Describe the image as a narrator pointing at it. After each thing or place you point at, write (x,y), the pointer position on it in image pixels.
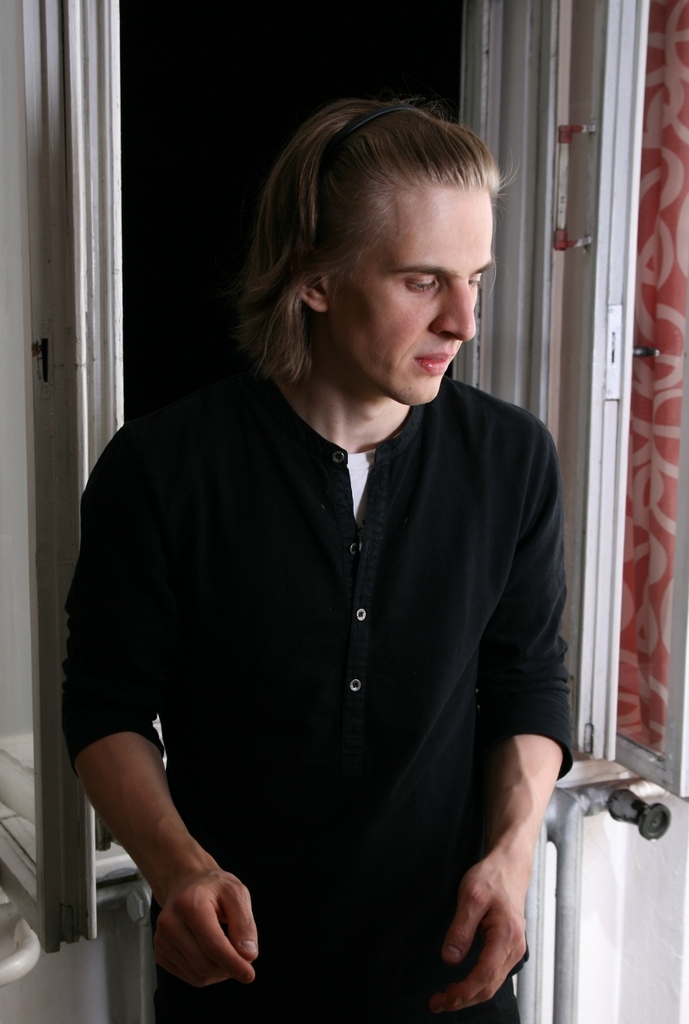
In this picture we can see a person (210,431) and at the back of this person (197,650) we can see the wall (593,858), cloth (637,306), some objects (553,834) and in the background (229,80) it is dark.
